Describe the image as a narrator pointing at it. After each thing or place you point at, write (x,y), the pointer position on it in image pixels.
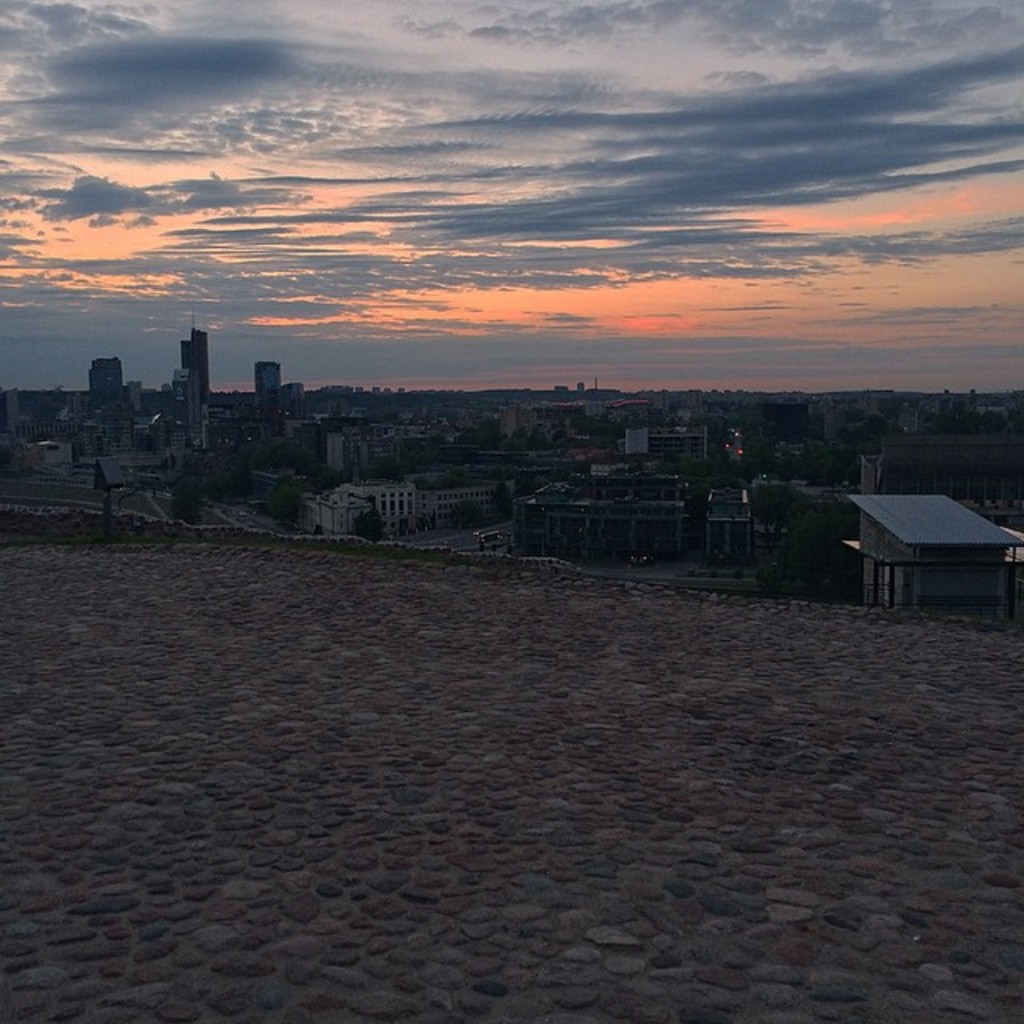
In this image we can see buildings (276,368), trees (641,426), motor vehicles (494,536) on the road (512,524) and sky (412,196) with clouds (632,200).
